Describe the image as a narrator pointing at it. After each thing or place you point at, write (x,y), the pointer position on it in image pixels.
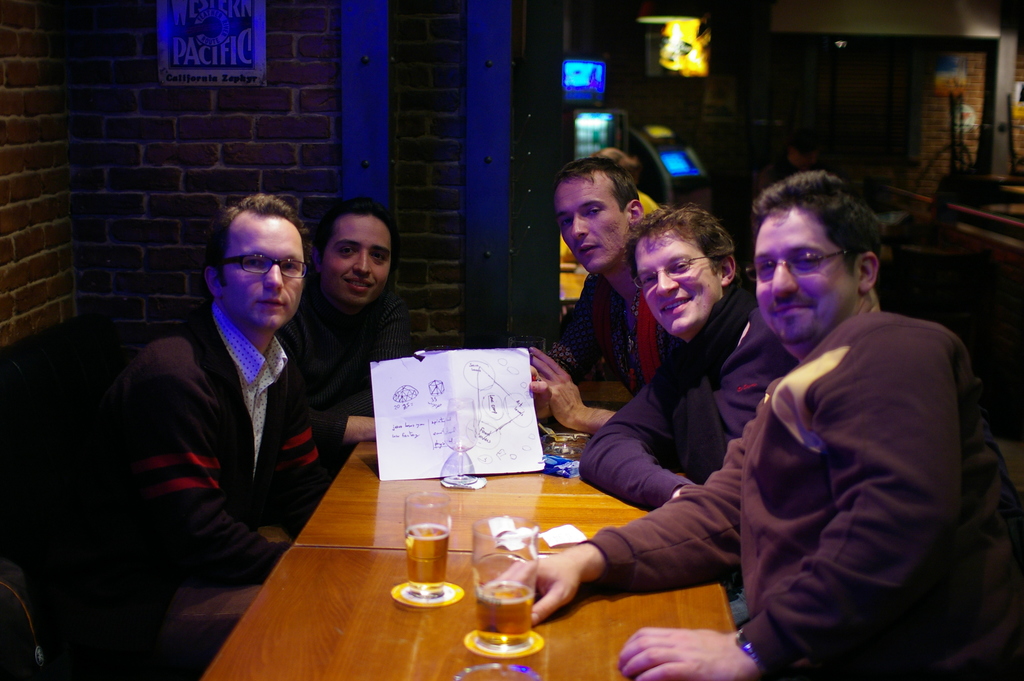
In this image there are five person (168,585) sitting on chair (137,608). On the table (361,584) there is a glass (496,612) with a drink (499,599). The backside there is a wall (132,154).
